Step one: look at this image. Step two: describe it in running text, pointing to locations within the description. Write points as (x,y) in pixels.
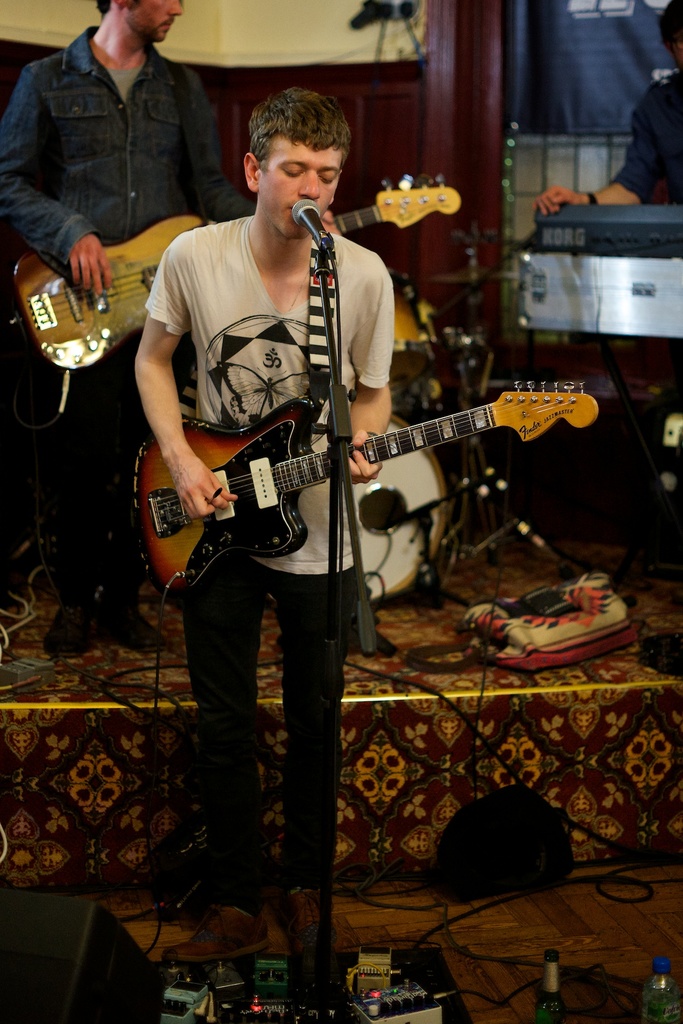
There are 3 people (312,593). One person (325,514) is standing. He is playing guitar (299,466) at the same time his singing a song. He's holding a guitar (291,475). We can see in the background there is a drums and musical instruments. On the left side (90,461) we have a person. The person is standing. His playing guitar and at the same time he's holding a guitar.
